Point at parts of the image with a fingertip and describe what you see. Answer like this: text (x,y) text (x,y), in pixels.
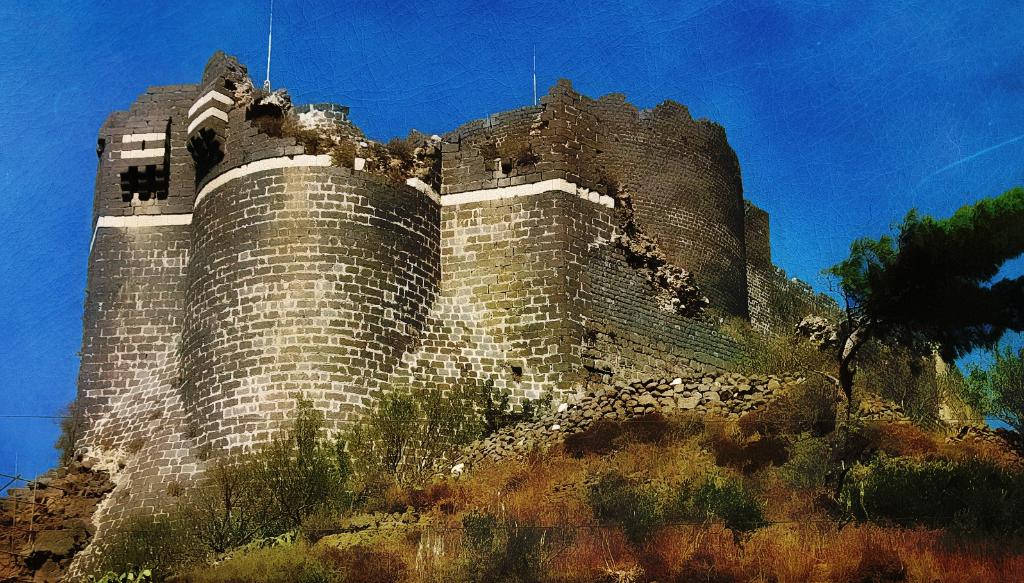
In this picture I can observe a monument (362,238). There are some plants (415,455) and stones (576,404) on the land (486,490). On the right side (893,286) I can observe some trees (889,273). In the background (787,85) there is sky (390,58).
